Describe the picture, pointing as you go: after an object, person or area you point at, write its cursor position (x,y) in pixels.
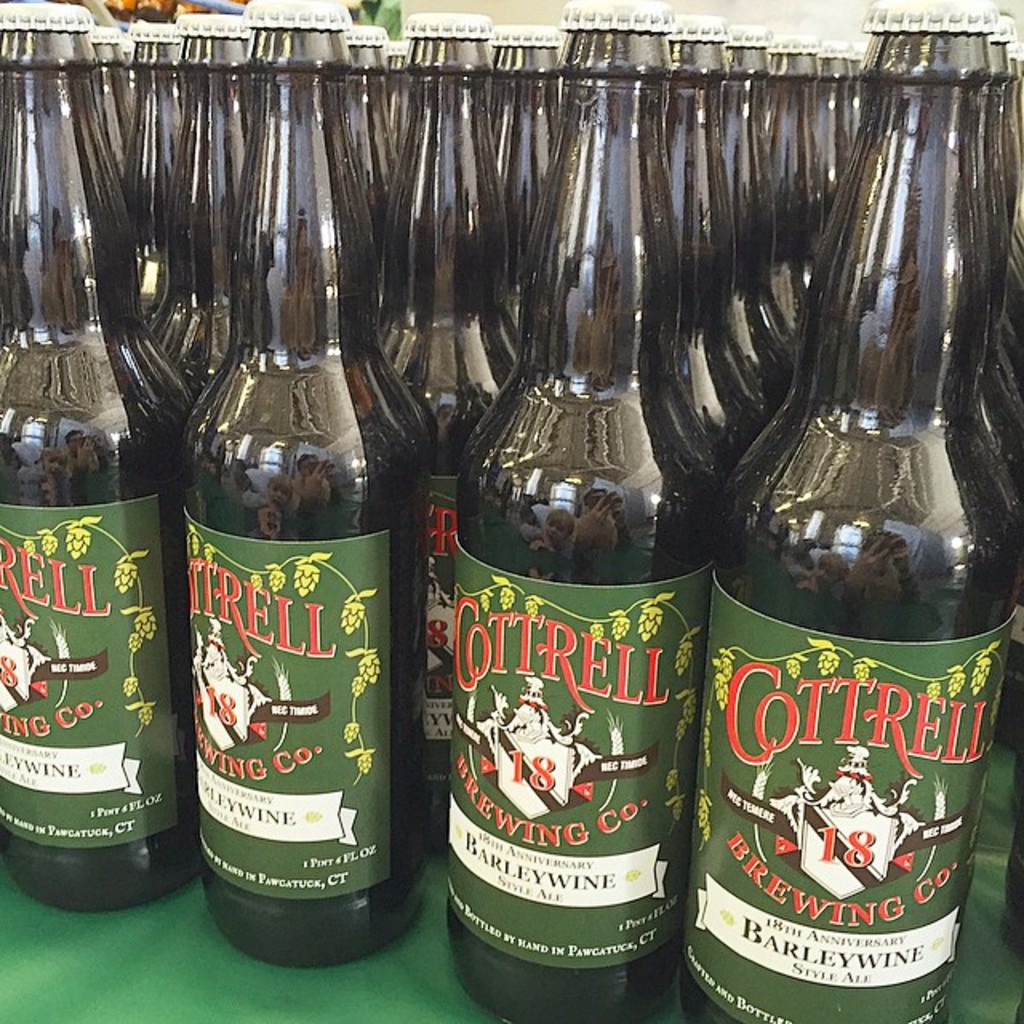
In this picture we can see bottles (622,437) with stickers (735,622) to it and this are placed on a green color floor (166,944) and they are in a line.
